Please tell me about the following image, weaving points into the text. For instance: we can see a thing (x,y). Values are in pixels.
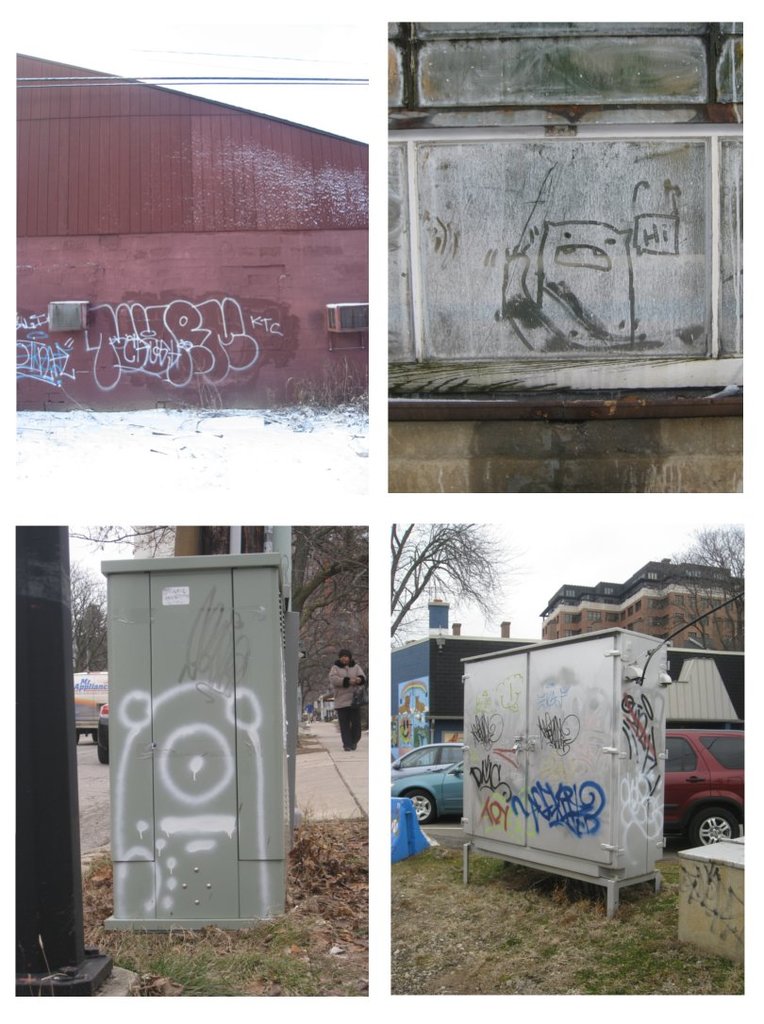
In this image we can see four pictures. In the first picture we can see the maroon color wall (233,323) on which we can see some art (123,358) and here we can see the snow (292,431). In the second picture we can see the glass window (719,188) on which we can see some picture (568,280). In the third picture we can see the box (201,916) kept on the ground (235,934) and in the background (352,691) can see a person (358,684) walking on the ground (325,758), we can see the trees (80,609) and we can see a vehicle (102,696). In the fourth picture we can see a box (499,840) kept on the ground (625,900) and in the background (738,795), we can see a few vehicles (738,795), we can see buildings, trees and the sky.
